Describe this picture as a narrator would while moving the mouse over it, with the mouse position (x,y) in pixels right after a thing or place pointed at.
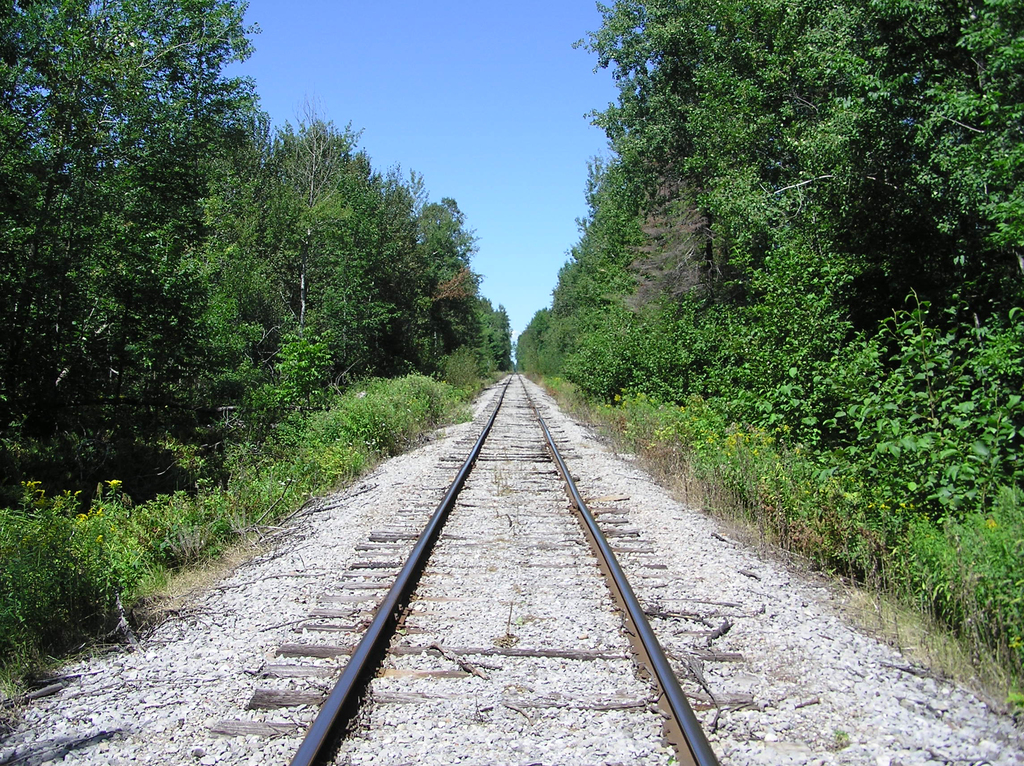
In this picture we can see railway track (486,564), beside we can see so many trees (383,325) and plants (349,408).
